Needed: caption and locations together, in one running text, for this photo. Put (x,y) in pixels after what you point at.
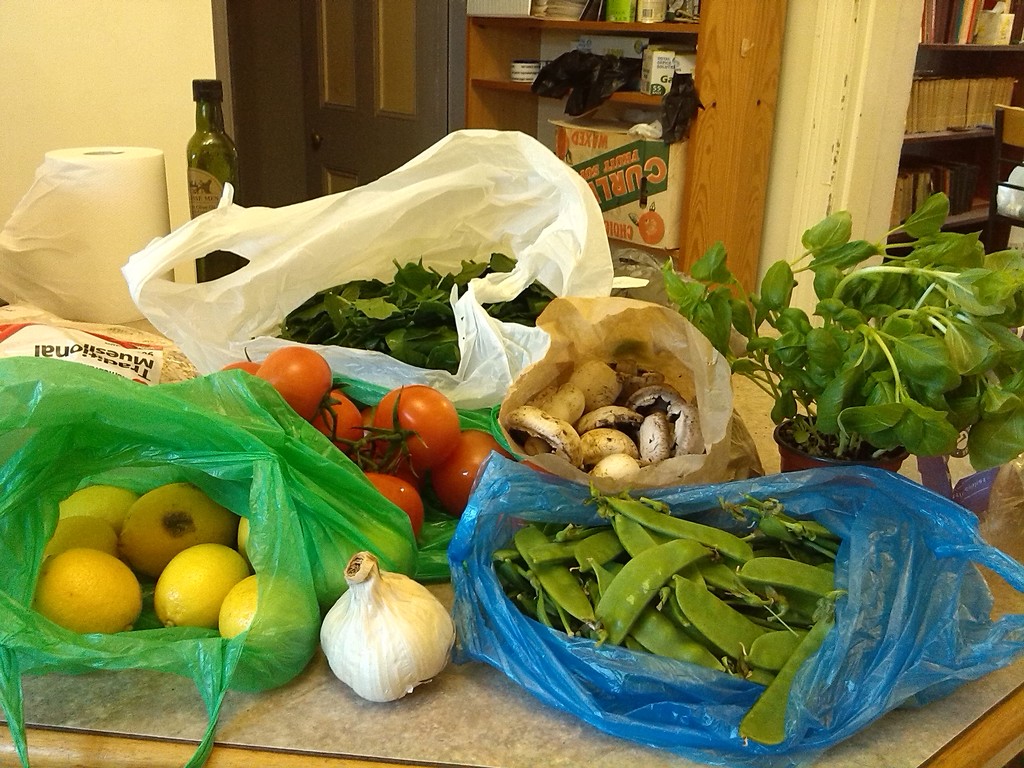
In this image I can see the vegetables (419,453) which are in yellow, red, green and white color. I can also see the plastic bags (319,469). To the side I can see the flower pot (820,457), bottle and the tissue roll (134,249). In the background (600,181) I can see the cupboards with books (934,111), cardboard box (608,126) and many objects (569,65).
